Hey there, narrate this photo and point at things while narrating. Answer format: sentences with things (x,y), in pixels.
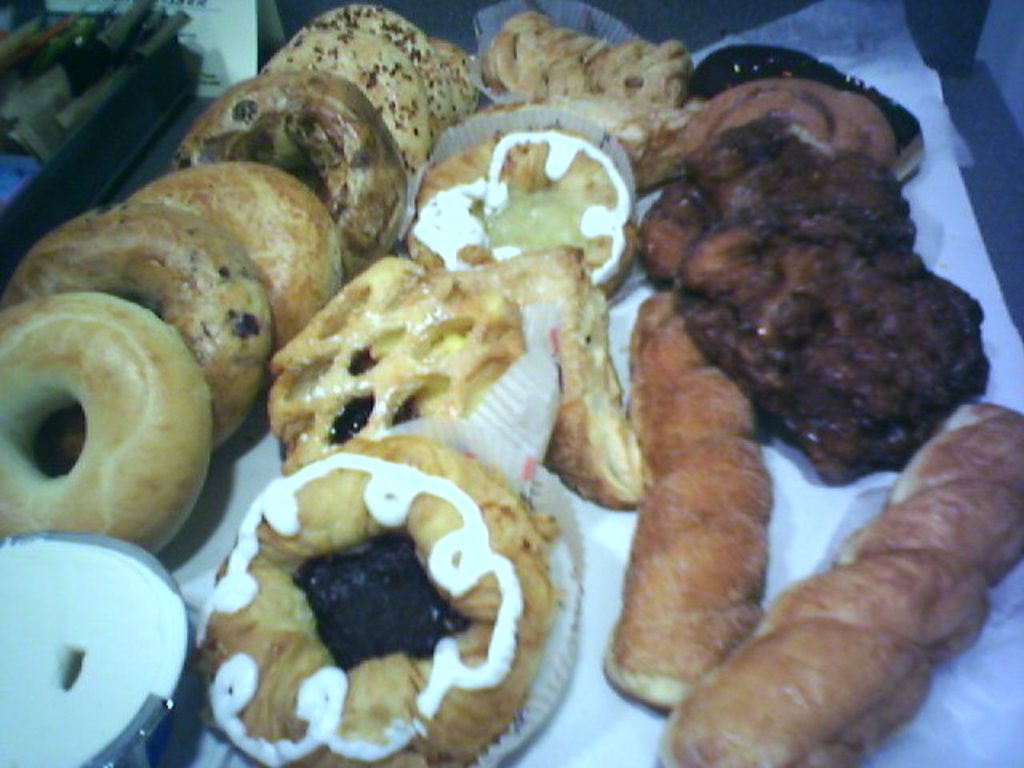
In this picture we can see some food items (312,559). And these are the doughnuts (148,330), these two are the twisted pastries (758,560). And there are some food items (714,156).
